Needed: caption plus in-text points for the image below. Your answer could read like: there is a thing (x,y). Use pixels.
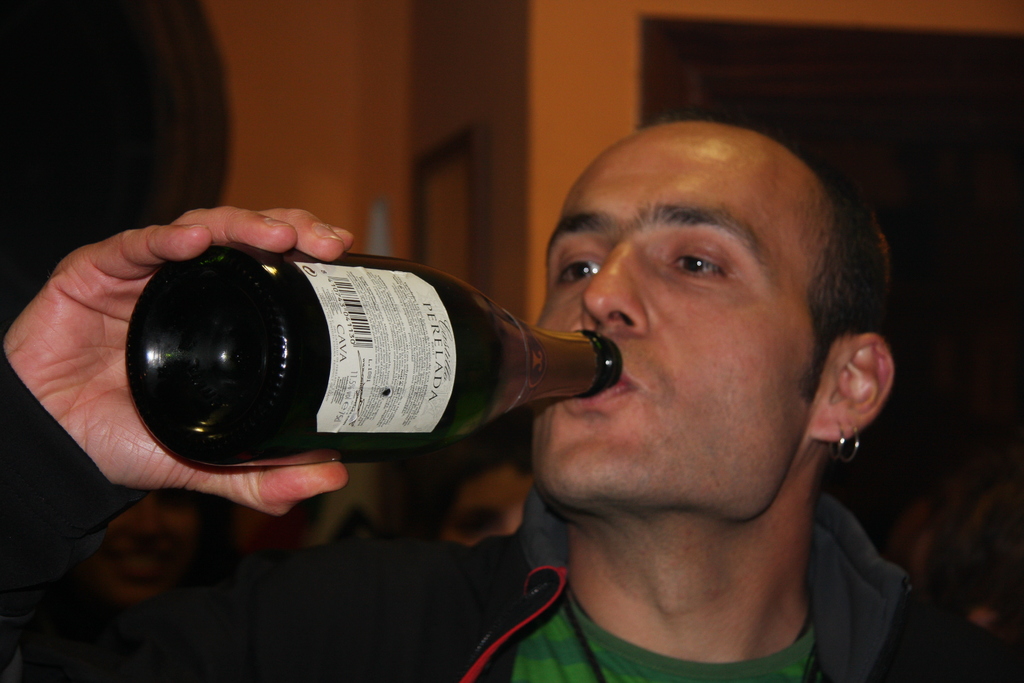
In the image we can see there is a person (608,571) who is holding a wine bottle (400,346) in his hand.
